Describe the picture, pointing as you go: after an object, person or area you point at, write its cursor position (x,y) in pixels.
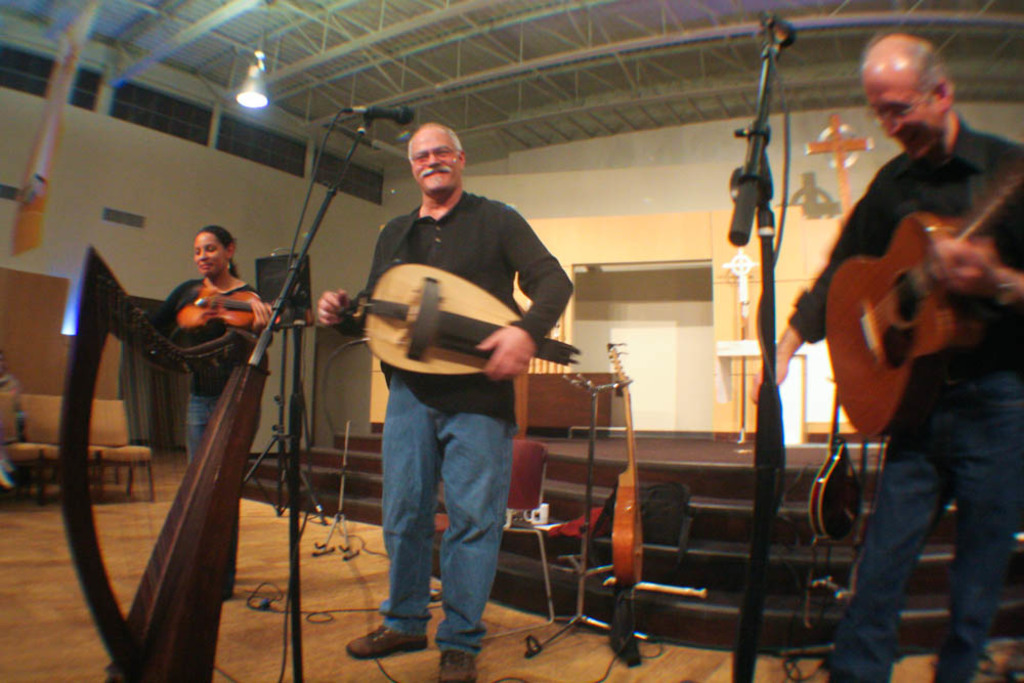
This picture shows about three people (942,213) they are all musicians (540,264) and they holding some musical instruments (462,314) in their hands (522,343), in front of them we can see microphones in the background (268,96) we can find chairs (119,433) table (557,378) and a light (256,91).
